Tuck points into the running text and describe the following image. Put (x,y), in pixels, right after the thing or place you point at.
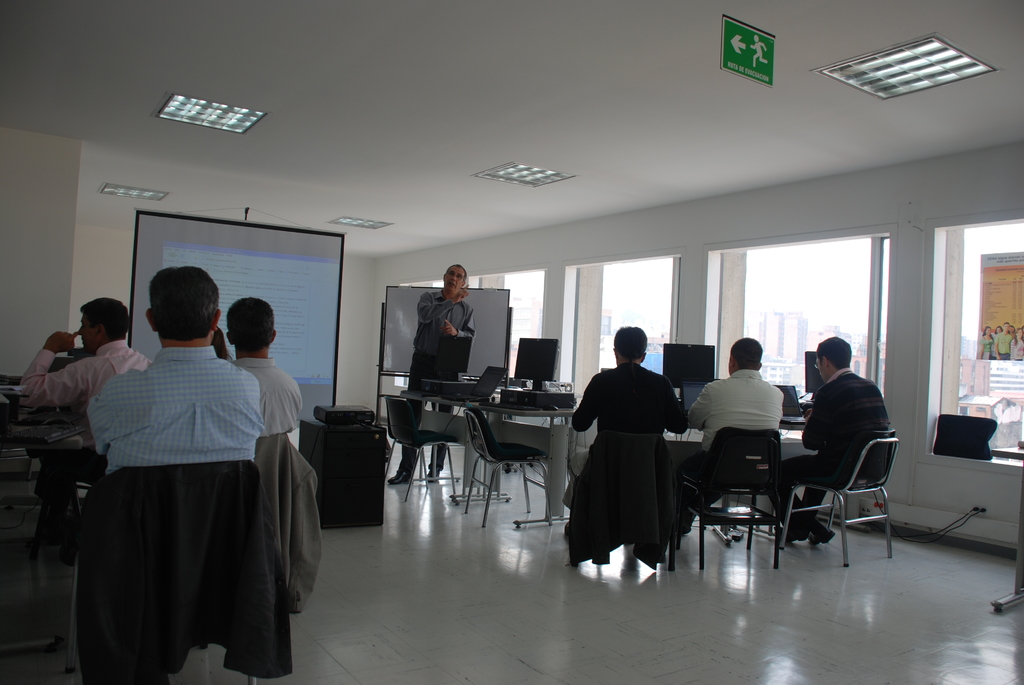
This picture shows a group of people (602,379) seated on the chairs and we see monitors (537,377) and a man (415,328) speaking and we see a projector screen (335,250) and a white board (487,345) on the right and we see a sign board (750,43).
